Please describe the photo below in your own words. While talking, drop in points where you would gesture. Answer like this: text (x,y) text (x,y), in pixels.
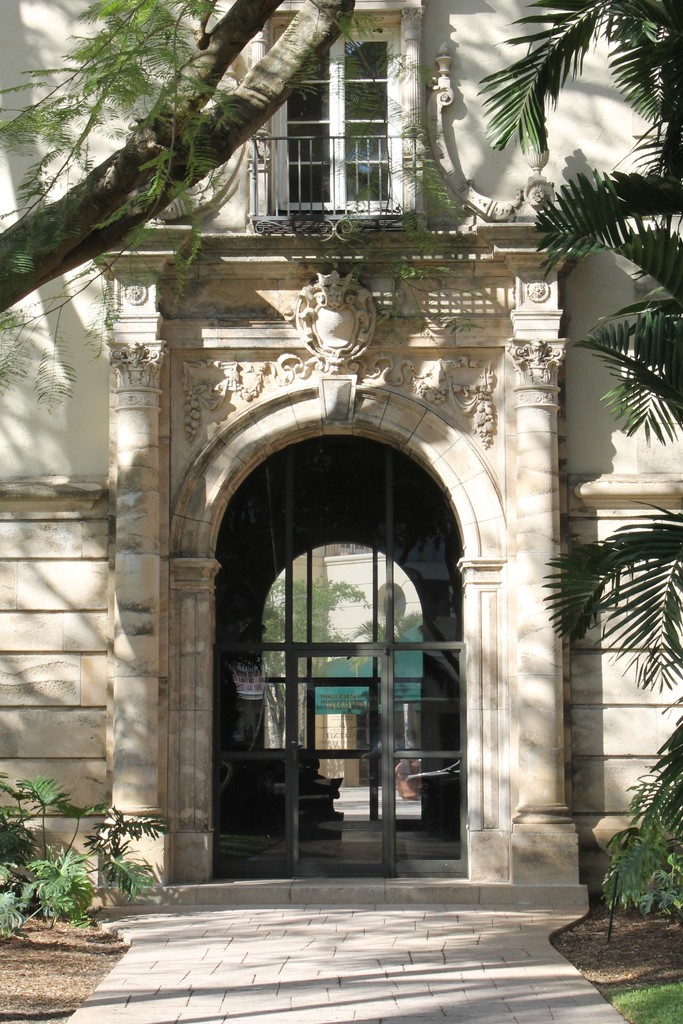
In-front of this building (99,556) there are plants (642,877) and tree (304,70). Here we can see window (329,155) and glass door (359,838).
